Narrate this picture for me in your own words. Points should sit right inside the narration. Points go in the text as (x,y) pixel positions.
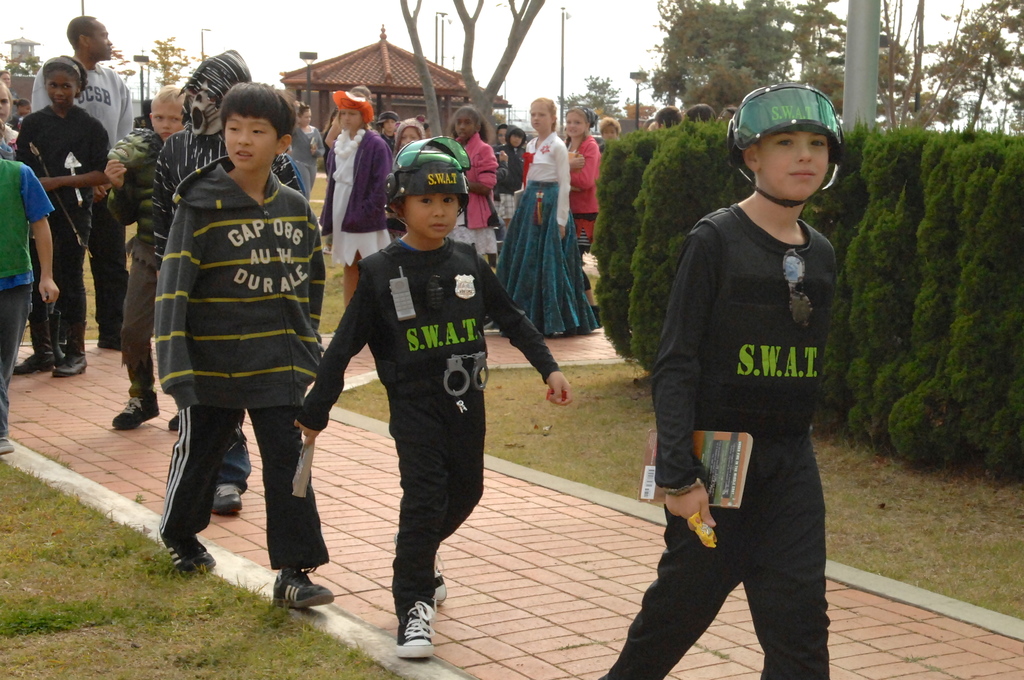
In this image we can see some people (770,564) are walking, two small houses (367,53), some people (538,218) are standing, some poles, some people (792,534) are holding some objects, some trees (660,91), bushes (910,228), plants (712,127) and grass (336,302) on the ground (289,661). At the top (652,40) there is the sky (550,81).
